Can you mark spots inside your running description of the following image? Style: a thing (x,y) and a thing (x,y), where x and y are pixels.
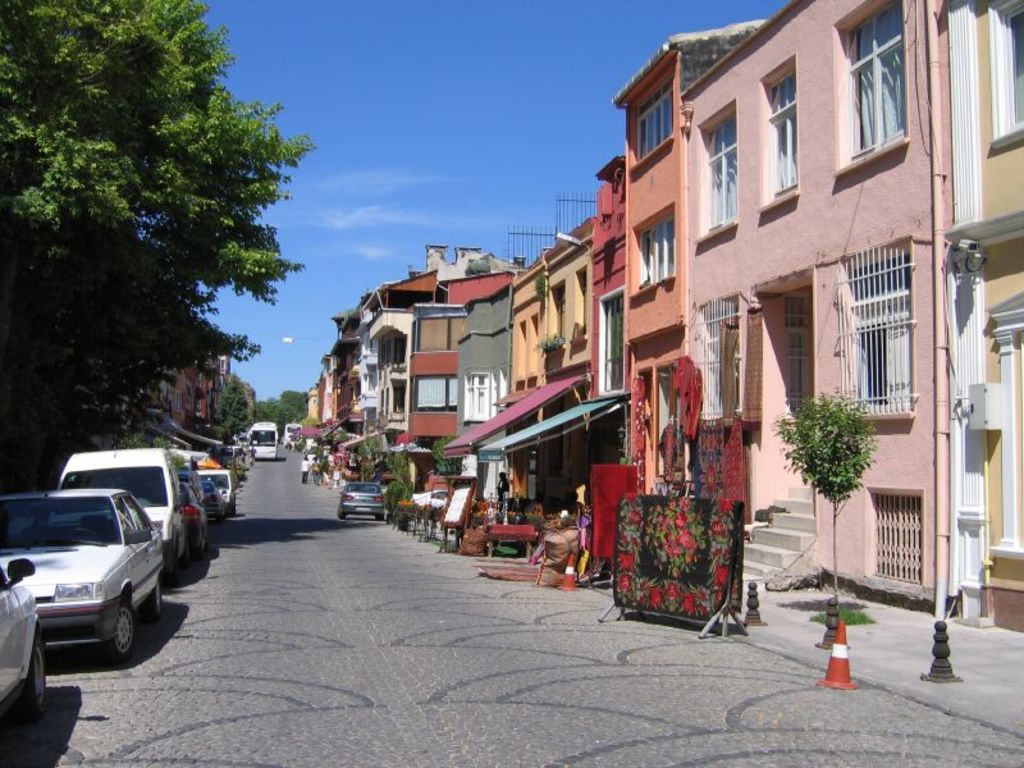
In this image I can see few cars (140,489) on the road (246,605) and on the side walk (921,653) I can see few black colored poles (940,628) and I can see a traffic pole (839,641) which is orange and white in color. I can see few clothes (709,547) hanged, few buildings (715,376) on both sides of the road (325,615), few trees (7,202) and few persons (315,462) on the road (315,501). In the background (306,346) I can see the sky (340,189).
